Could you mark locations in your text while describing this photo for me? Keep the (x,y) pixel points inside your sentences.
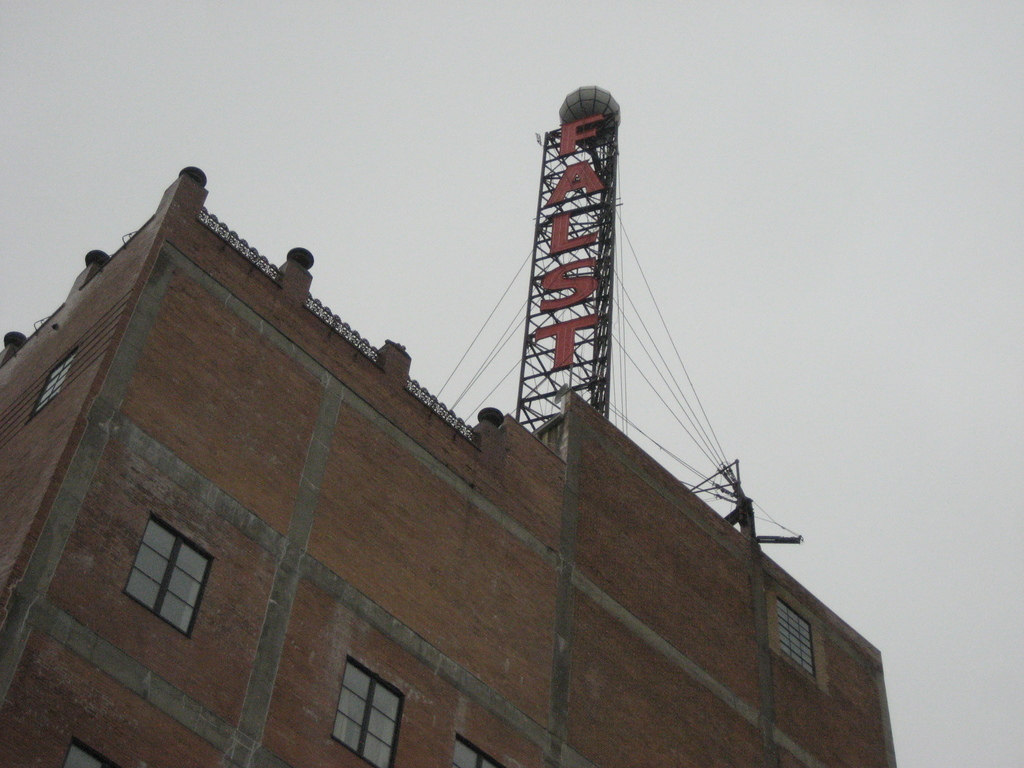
In this image there is a building (340,611) with the windows (191,589) in the middle (536,501). At the top of the building (204,594) there is a hoarding (566,360) with the led lights (558,223).
